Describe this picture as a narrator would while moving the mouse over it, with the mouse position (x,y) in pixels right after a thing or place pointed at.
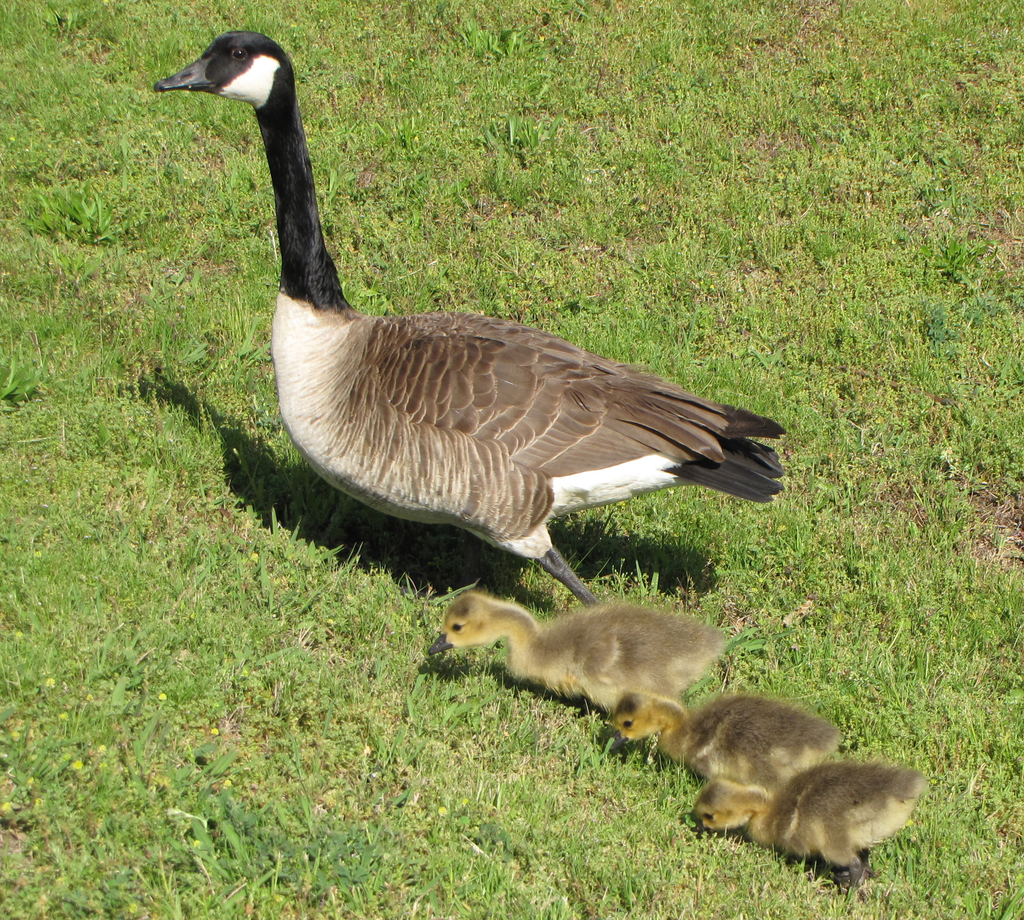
In this image I can see few birds (679,615) they are in brown, black and white color walking on the grass (269,588) and the grass (157,688) is in green color.
